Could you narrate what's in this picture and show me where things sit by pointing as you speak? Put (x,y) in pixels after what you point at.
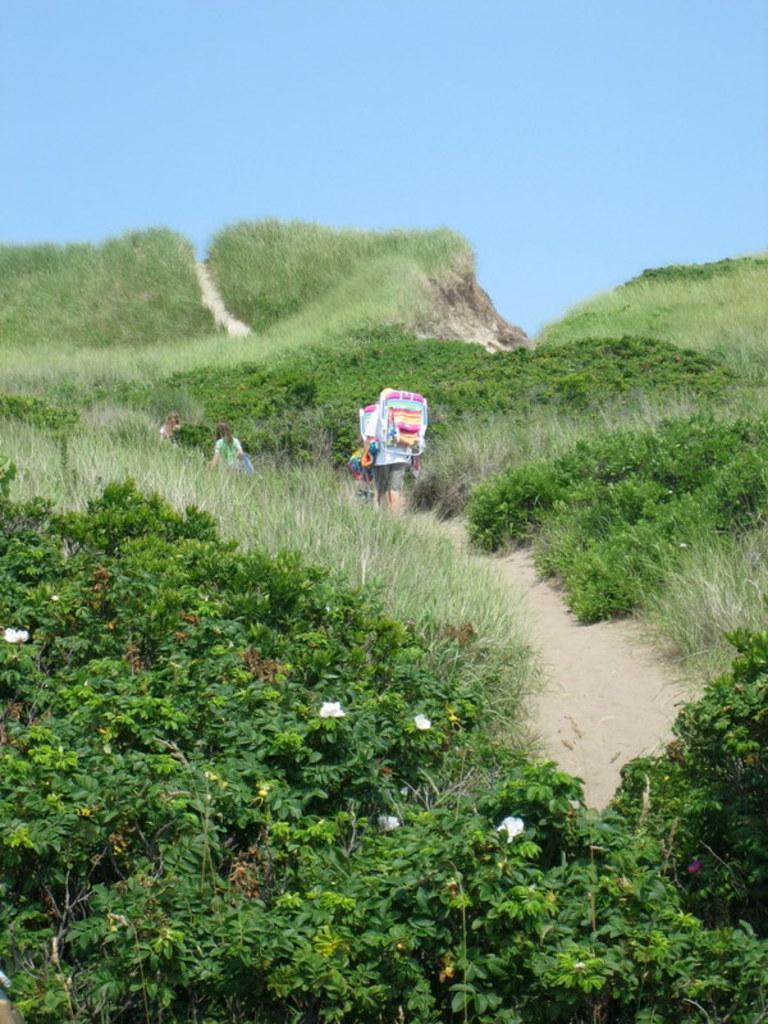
In this picture I can observe some plants (336,634) and grass (196,487) on the ground (303,539). There is a path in which some people (394,487) are walking. In the background (451,37) there is sky (327,107).
